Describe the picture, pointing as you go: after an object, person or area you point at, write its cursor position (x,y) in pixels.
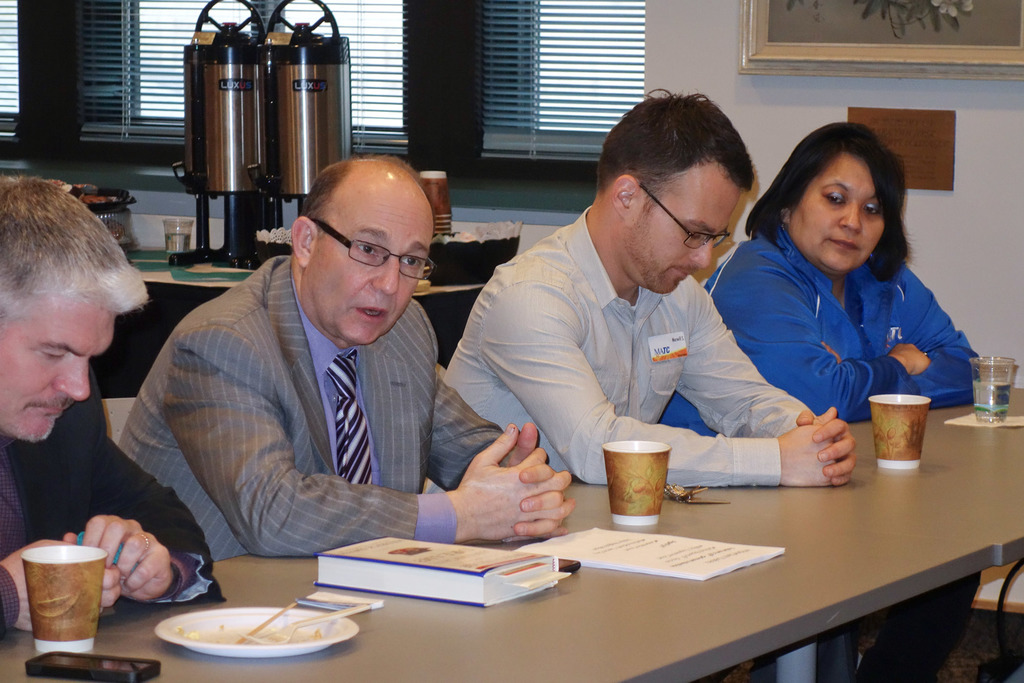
In this image we can see four persons (302,393). In front of the persons (253,553) we can see few objects (463,602) on a table (554,627). Behind the persons (247,425) we can see few objects (112,225) on a table (195,272) and a window (485,68) with curtains (368,118). On the right side (908,61), we can see a wall (910,98) and on the wall (882,88) we can see a photo frame (829,51).
